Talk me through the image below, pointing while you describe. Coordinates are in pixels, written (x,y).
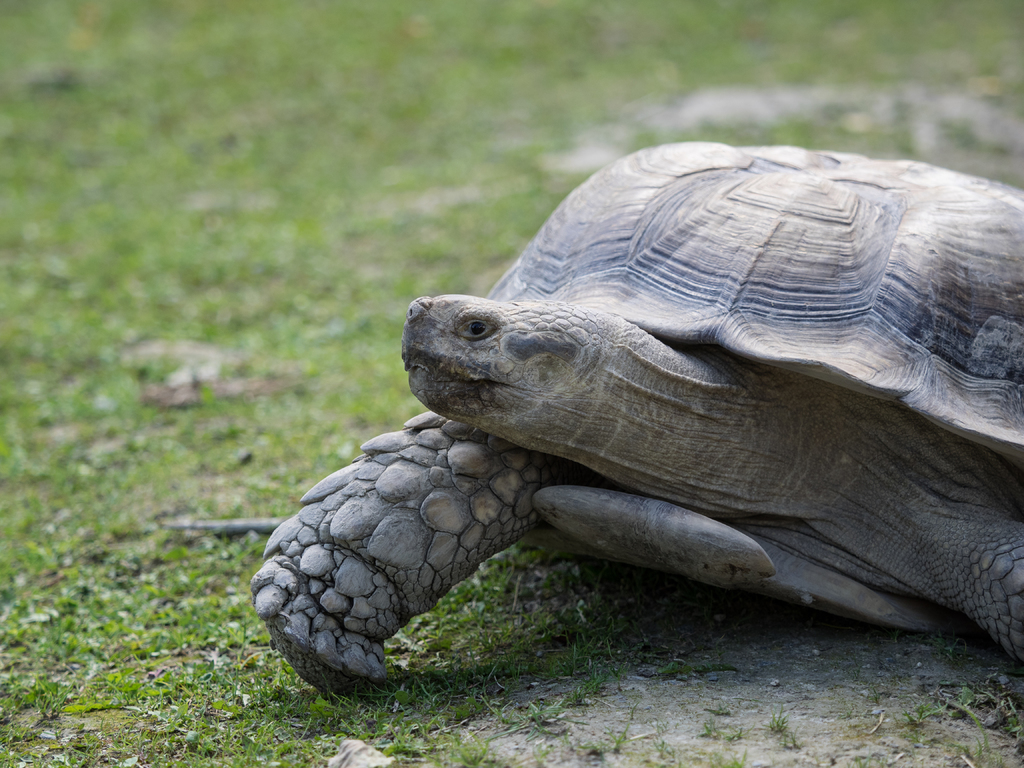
In the foreground of this picture (699,424), there is a tortoise (678,362) on the right side of the image (861,354) and the background (483,79) there is the grass (96,431).
